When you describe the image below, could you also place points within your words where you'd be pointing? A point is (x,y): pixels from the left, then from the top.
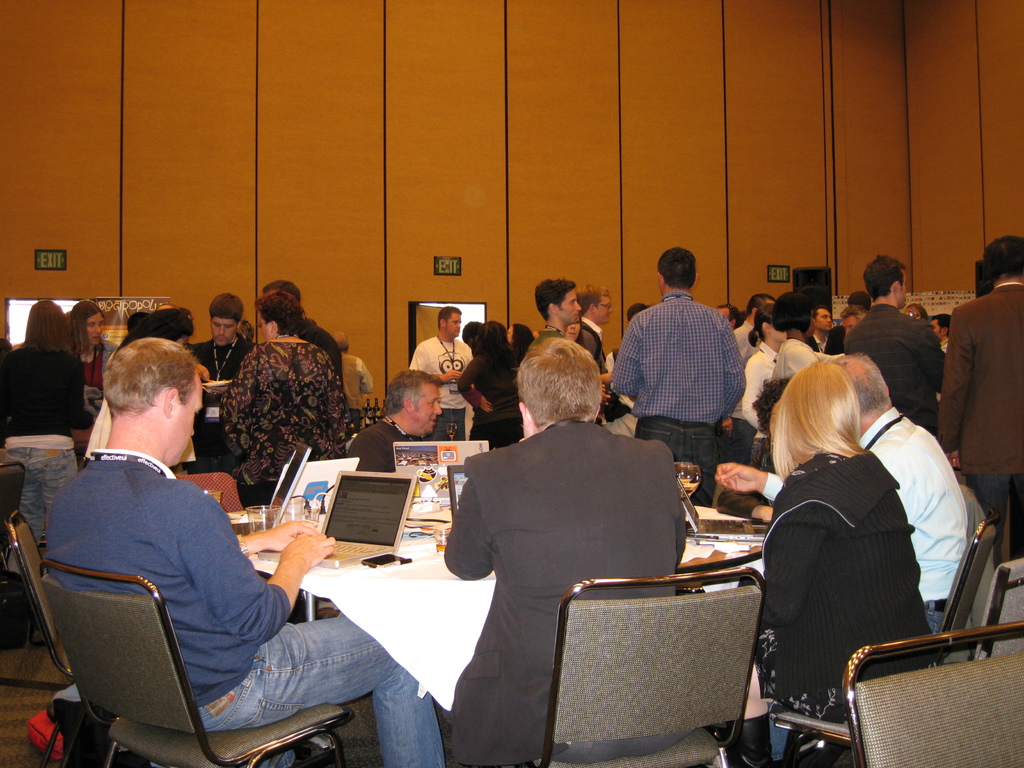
In this picture we can see some persons (514,526) are sitting on the chairs (666,715). This is table (420,638). On the table (462,644) there are laptops (336,511), and glasses (262,516). Here we can see some persons (729,364) are standing on the floor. This is wall (268,151) and there is a door (431,327).
